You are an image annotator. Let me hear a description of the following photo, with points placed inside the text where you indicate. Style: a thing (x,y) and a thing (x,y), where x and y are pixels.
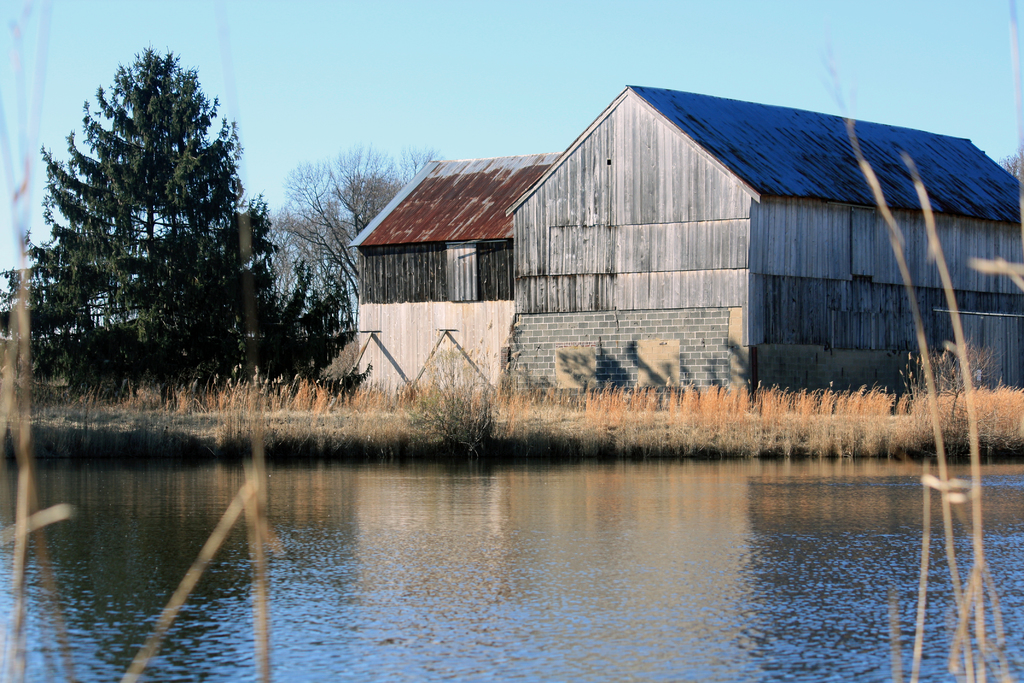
There is water (703,509). In the background (329,375), there are buildings (455,230) having roofs (666,108), there are trees (400,176) and there is grass (343,408) on the ground (490,408) and there is blue sky (184,52).
